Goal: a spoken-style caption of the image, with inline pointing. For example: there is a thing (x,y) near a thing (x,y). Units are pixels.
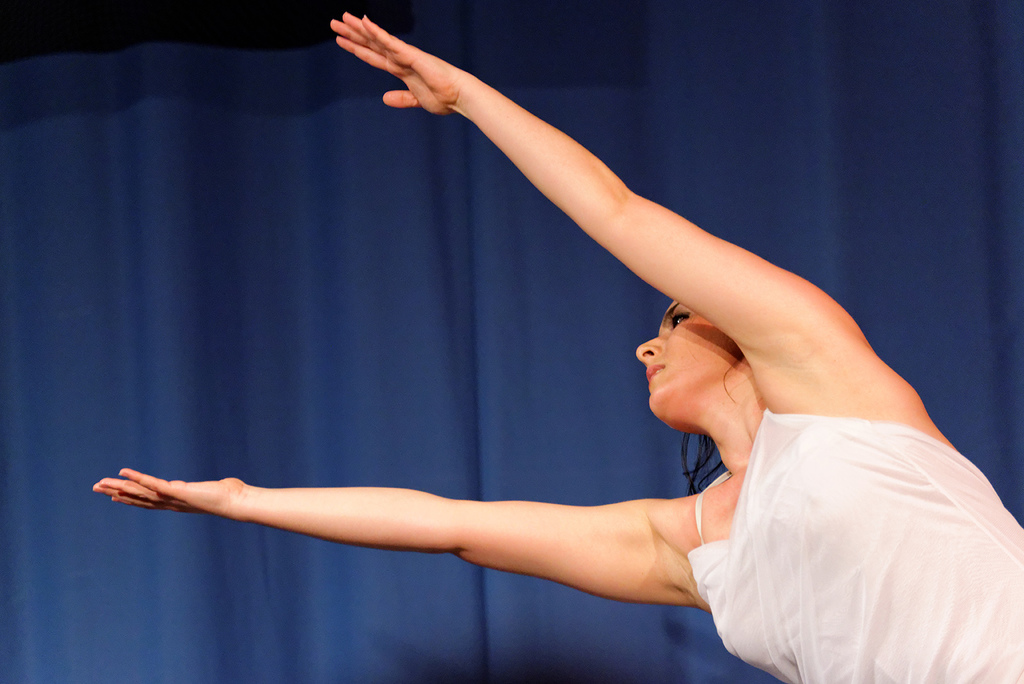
In the center of the image (674,326), we can see a lady (723,292) and in the background (315,214), there is a curtain (181,560).
